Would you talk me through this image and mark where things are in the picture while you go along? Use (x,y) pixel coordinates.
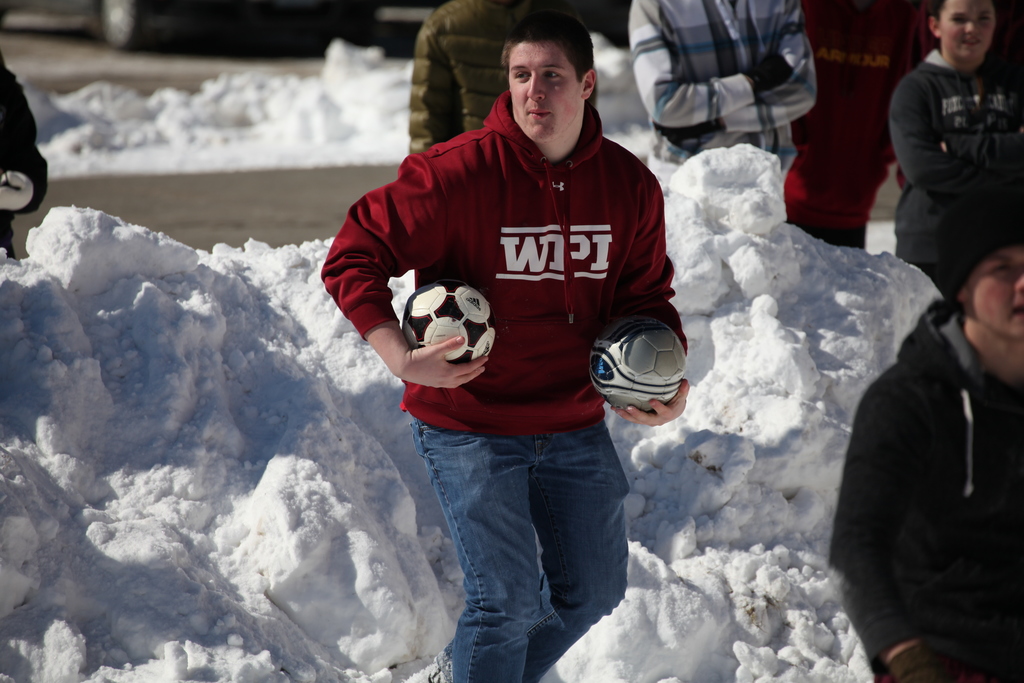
In this image I can see a man (518,379) standing and holding two footballs (468,327) on his hand (449,346). At background (669,113) I can see few people (918,143) standing and I think this is a snow (142,436).
